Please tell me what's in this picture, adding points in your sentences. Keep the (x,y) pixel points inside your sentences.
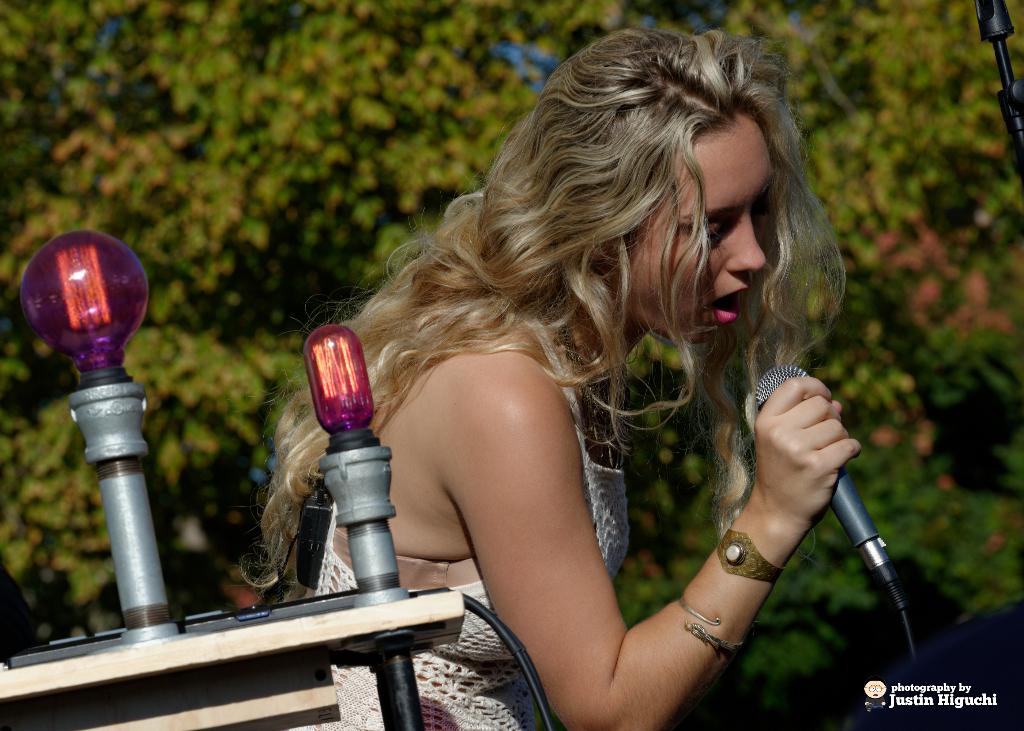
This image is taken in outdoors. In this image a woman (773,72) is standing holding a mic (846,487) in her hand (786,504) and singing. At the background (902,37) there are few trees (856,427). In the left side of the image (55,673) there is a musical instrument (48,684).
